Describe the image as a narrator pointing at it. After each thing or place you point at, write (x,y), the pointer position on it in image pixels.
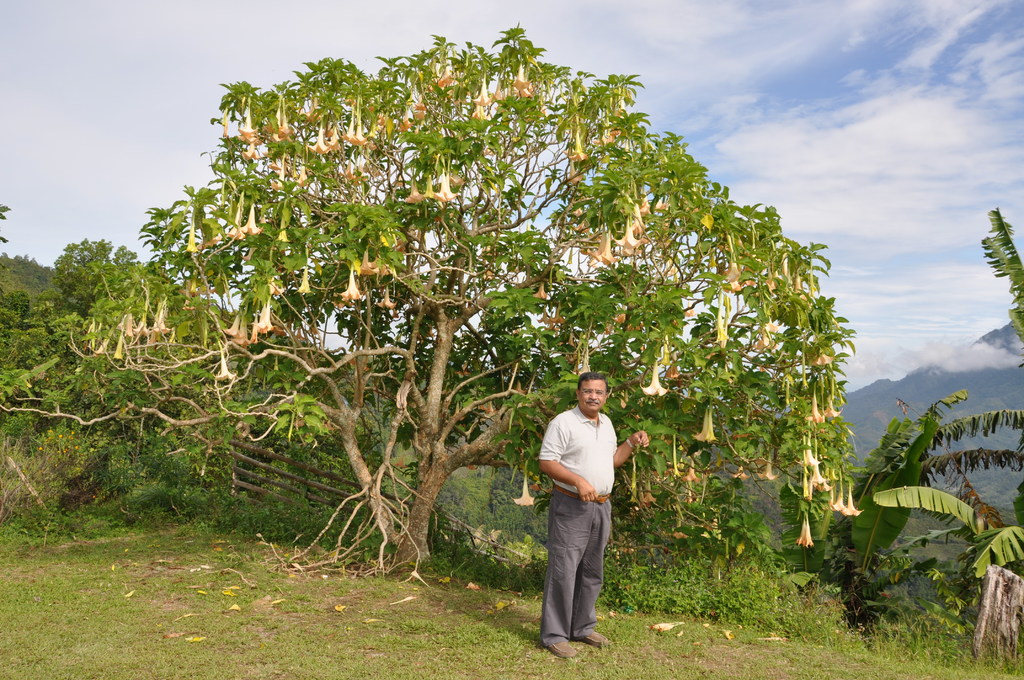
In this picture we can see a man (586,642) standing on the grass (387,646) and at the back of him we can see flowers (730,266), trees (613,334), sticks (283,474), mountains (32,263) and in the background (219,99) we can see the sky (833,104) with clouds (853,240).
